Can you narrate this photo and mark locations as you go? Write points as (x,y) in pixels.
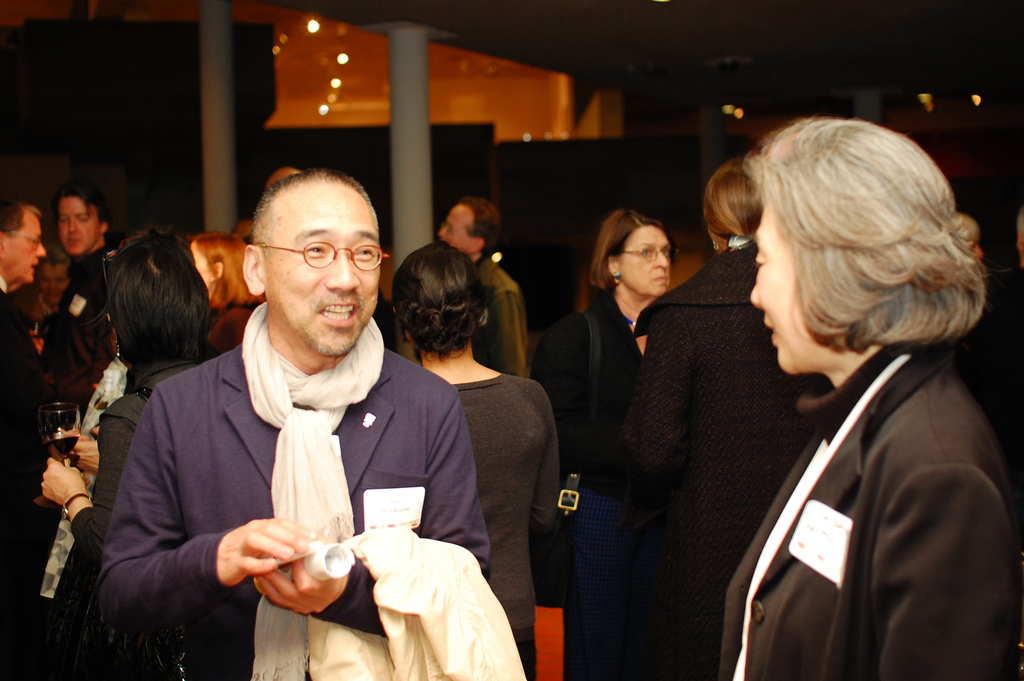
In this picture there are people (72,196), among them there's a man (175,427) standing and smiling and holding cloth (421,560) and objects (311,551). In the background of the image (403,122) it is dark and we can see pillars (222,70) and lights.
